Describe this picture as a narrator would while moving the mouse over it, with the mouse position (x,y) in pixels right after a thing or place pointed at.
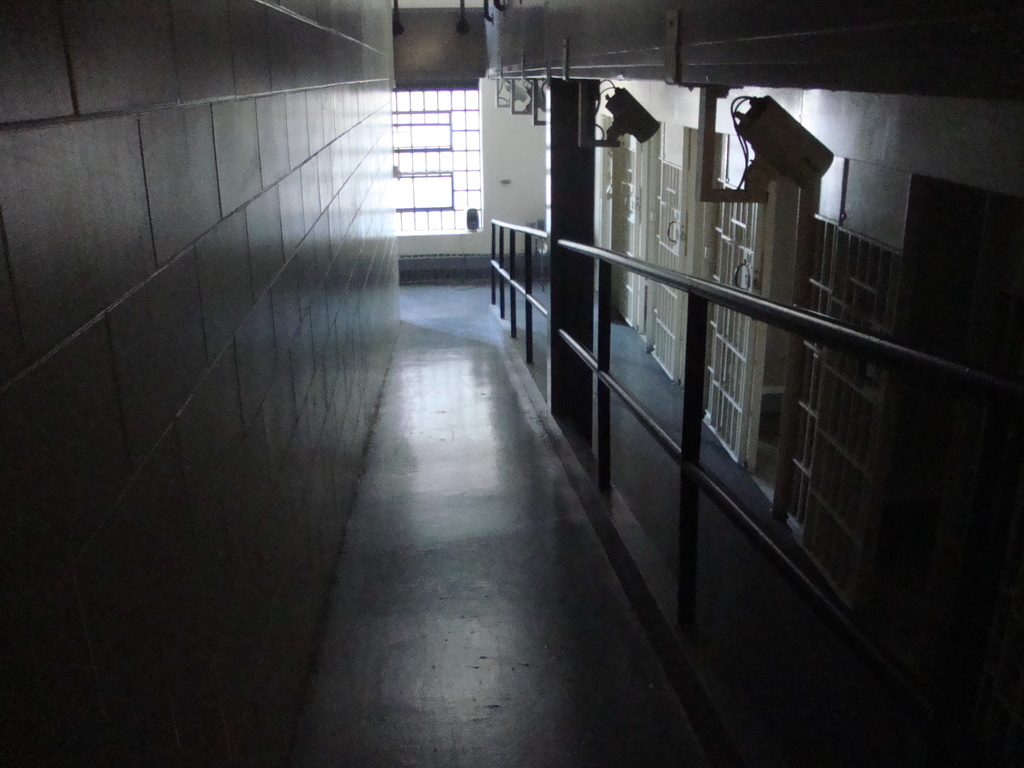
This is an inside view. At the bottom (435,590), I can see the floor (404,640). On the right side (686,532) there is a railing (514,319) and there are few doors (732,216) to the wall (819,111). At the top of the image (641,122) there are few black color objects (640,112) which seem to be cameras (608,107). On the left side (155,318) there is a wall (326,278). In the background (407,146) there is a window (419,200).
